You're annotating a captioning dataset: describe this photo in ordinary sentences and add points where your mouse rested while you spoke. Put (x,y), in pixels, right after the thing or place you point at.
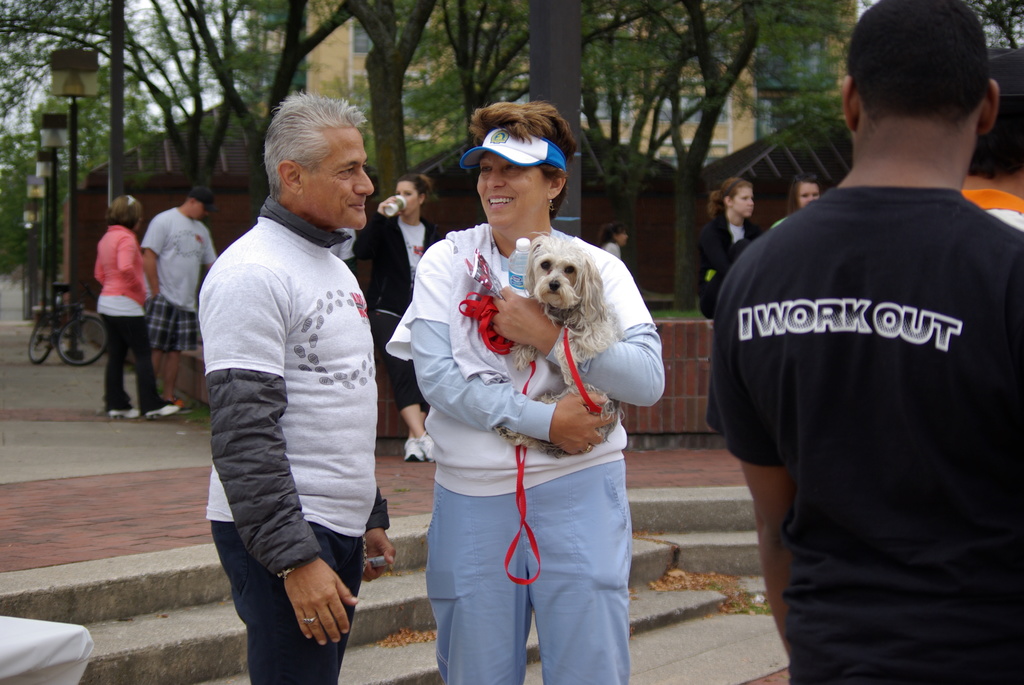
There are few people (295,267) standing. This is a small puppy (550,318) and a water bottle (520,282) which is holded by the women (527,470). At background (73,141) I can see a bicycle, street lights (73,79). These are the trees (427,68) and building (335,54). This looks like a shelter (787,157).
